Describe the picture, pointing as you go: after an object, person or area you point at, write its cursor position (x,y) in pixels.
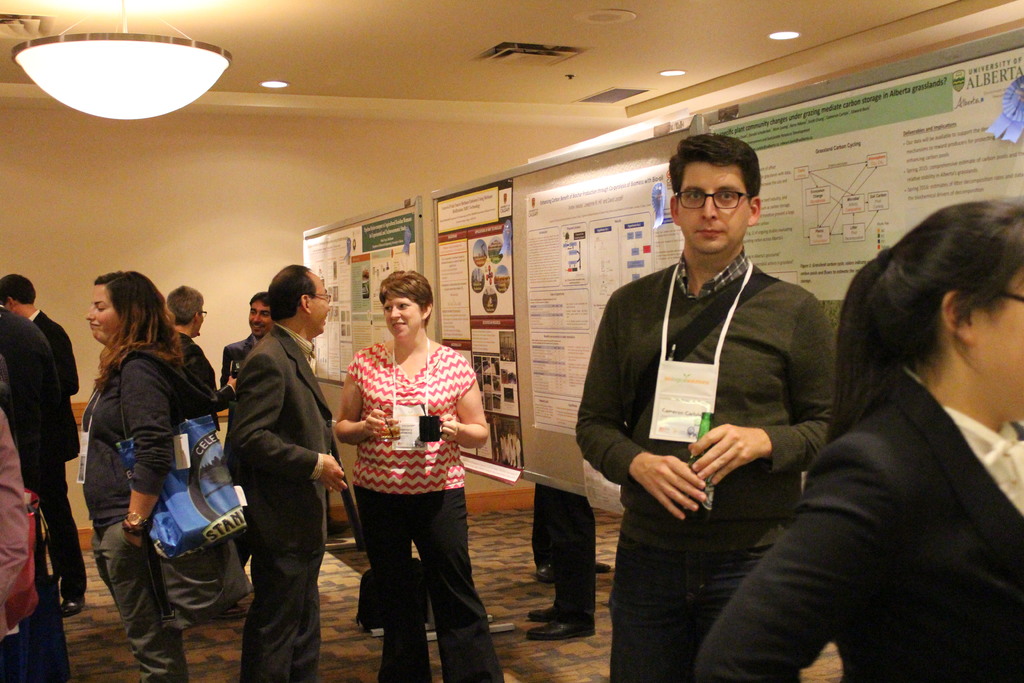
In this image, we can see a group of people (290,652) are standing on the floor (602,663). Here we can see few people (466,438) are holding some objects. Here a person (775,281) is watching and wearing glasses (732,194). In the background (764,233), we can see posters (602,244), walls (268,217). Top of the image (515,54), we can see the ceiling (474,60) and lights (45,65).
